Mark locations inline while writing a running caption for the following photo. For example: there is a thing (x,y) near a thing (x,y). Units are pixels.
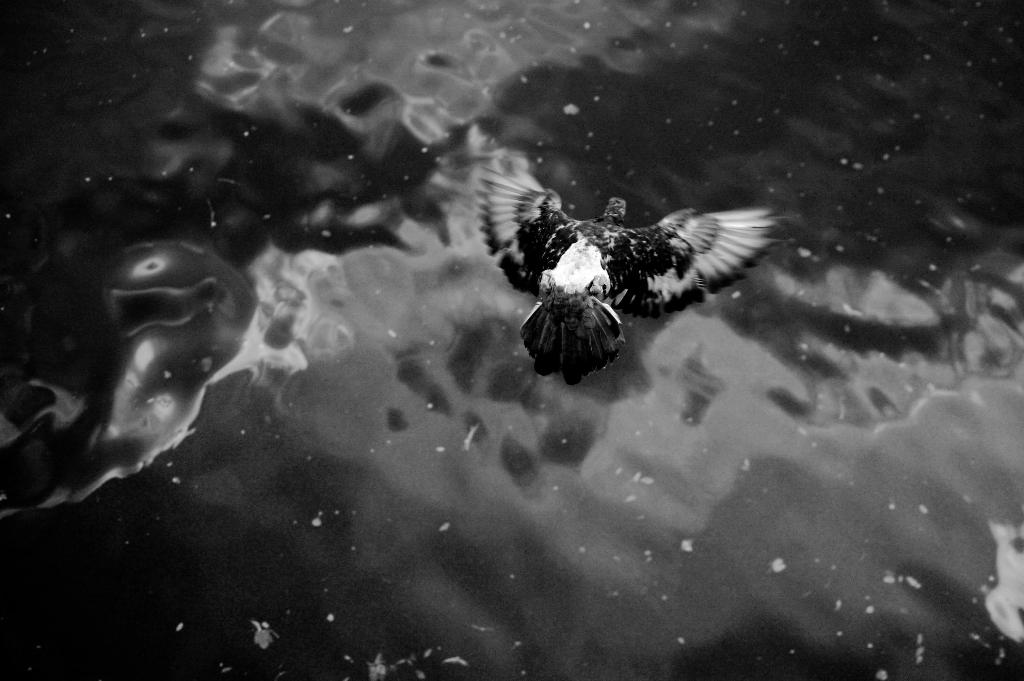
This is a black and white image where we can see a bird (648,283) is flying in the air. Here we can see the water (493,106).
